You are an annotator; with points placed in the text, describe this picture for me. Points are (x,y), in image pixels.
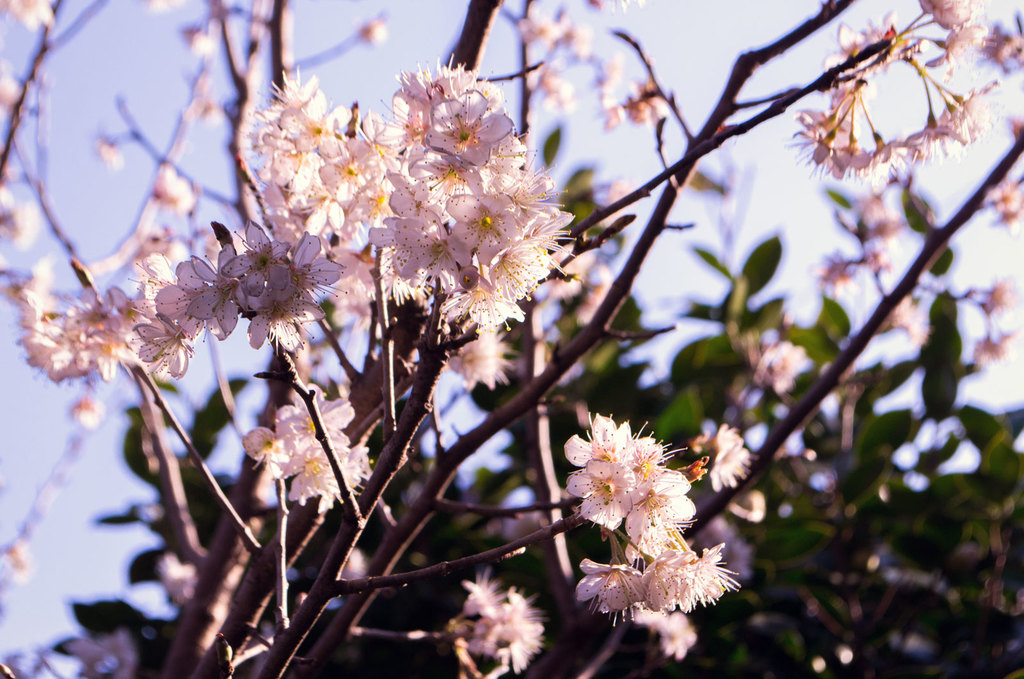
In this picture I can see trees (804,437) and flowers (536,624) and I can see cloudy sky (506,65).
